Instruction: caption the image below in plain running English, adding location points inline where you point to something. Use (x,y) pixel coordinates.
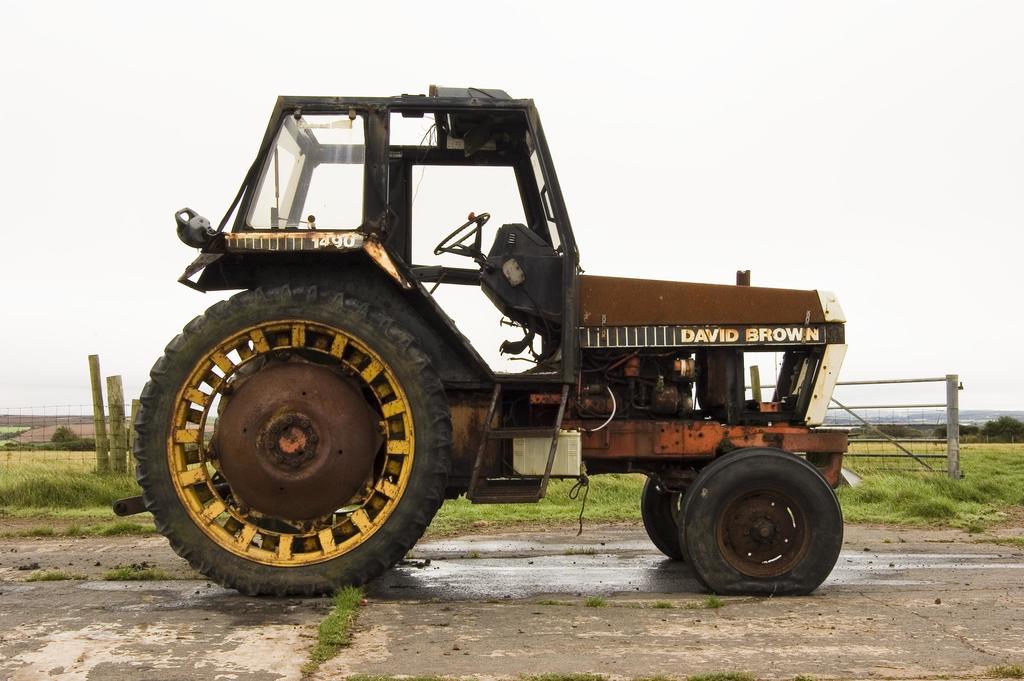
In the middle of the image (553,303) we can see vehicle (701,572). In the background of the image (878,430) there is a mesh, wooden logs (103,408), grass (6,496), trees (75,445) and sky (853,97).
